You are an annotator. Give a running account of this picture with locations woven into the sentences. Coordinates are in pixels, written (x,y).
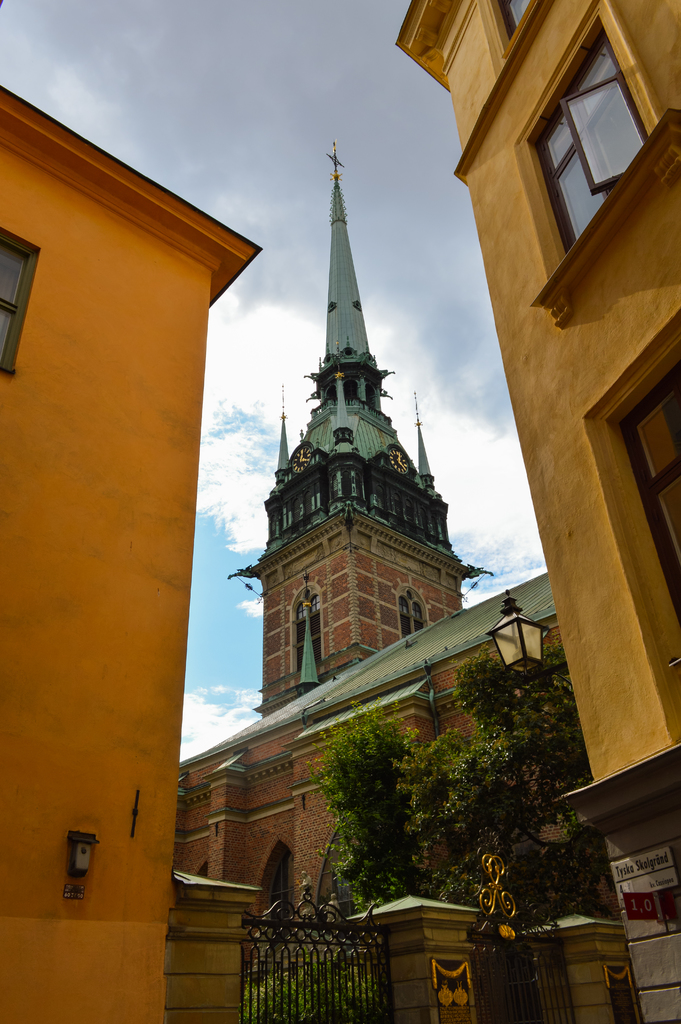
In this image I can see few buildings (62,605) which are orange, yellow, brown and white in color, a black colored gate (338,917) and few trees (421,766) which are green in color. In the background (438,419) I can see the sky (276,156).
